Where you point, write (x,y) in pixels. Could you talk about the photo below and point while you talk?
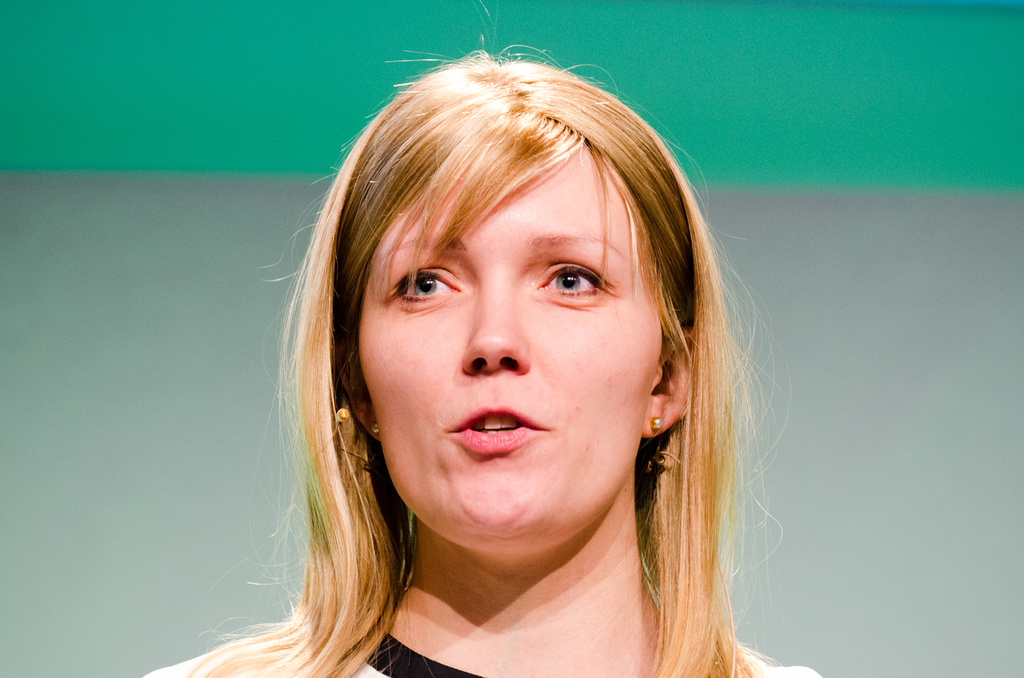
In this image there is a woman (501,293), behind the woman (457,356) there is a wall (87,666).
